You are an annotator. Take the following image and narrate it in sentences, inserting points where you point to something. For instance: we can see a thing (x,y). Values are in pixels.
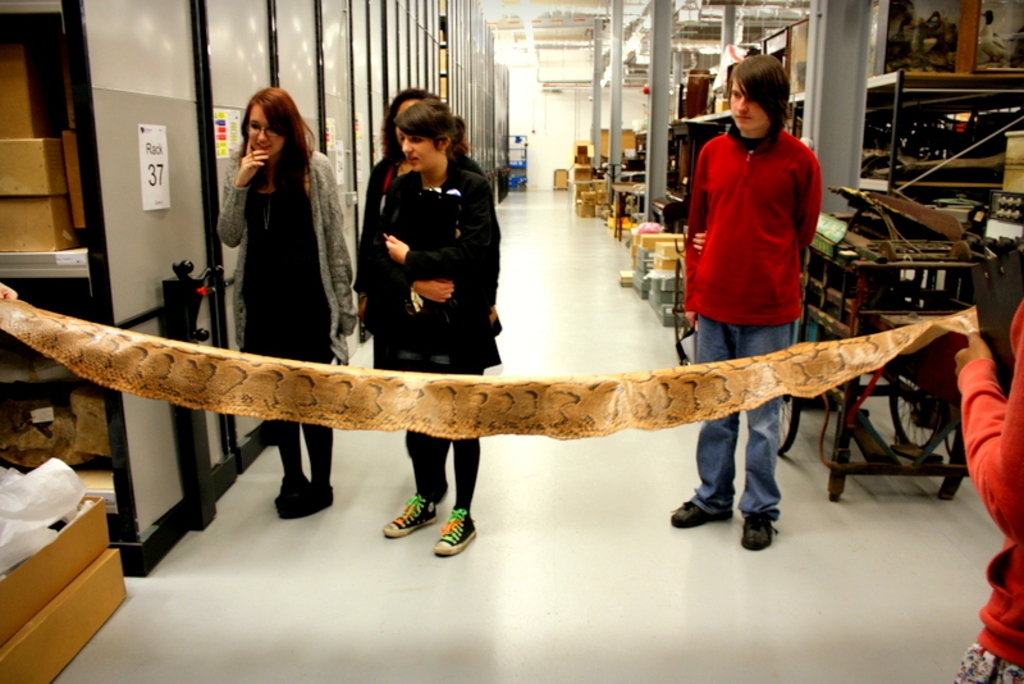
In this picture, we can see there are two people (1003,461) holding an object (497,390) and behind the object (452,391) there are four people (433,297) standing on the floor (512,551) and on the left side of the people (297,254) there are cardboard boxes (3,107) and a black machine (199,284). On the right side of the people (257,283) there are some objects (882,189).
